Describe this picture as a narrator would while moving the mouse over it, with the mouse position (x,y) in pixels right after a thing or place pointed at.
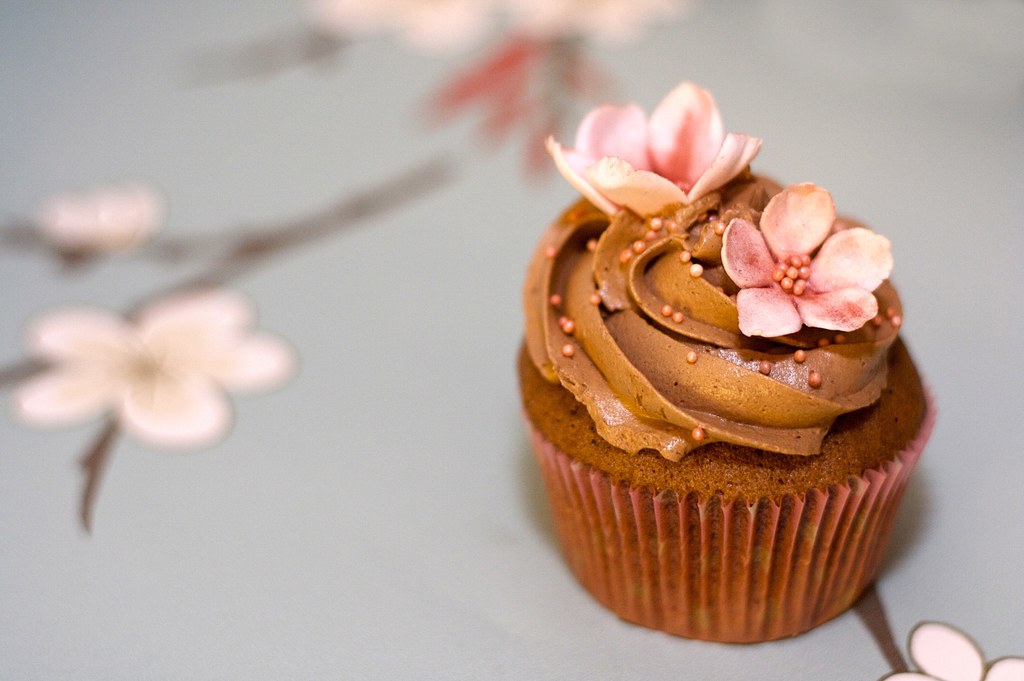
The picture consists of a cupcake (630,449) garnished with flowers (750,282). The cake (643,444) is placed on a table (338,580), the table (711,649) has floral designs (898,658).
